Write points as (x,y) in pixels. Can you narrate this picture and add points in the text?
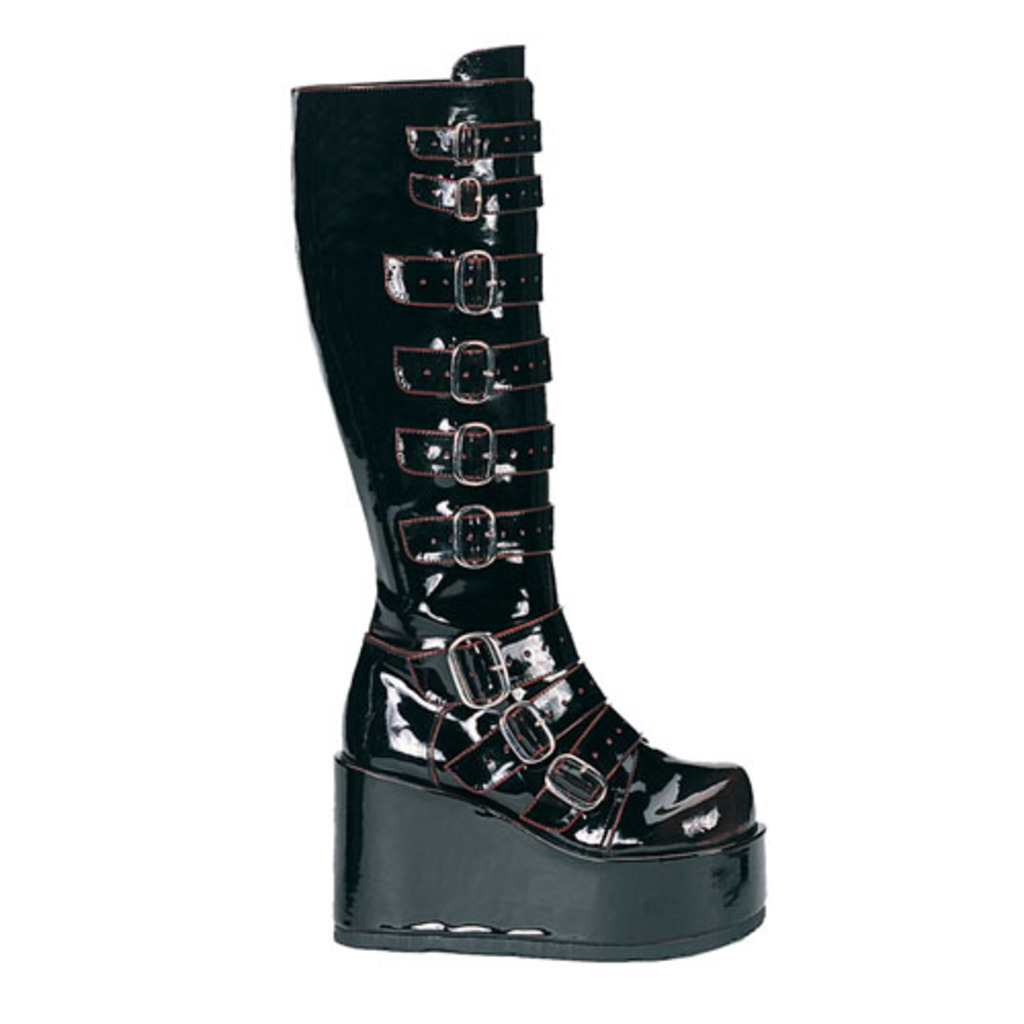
There is a black color boot (468,527) with buckles (461,292). In the background (258,586) it is white.
